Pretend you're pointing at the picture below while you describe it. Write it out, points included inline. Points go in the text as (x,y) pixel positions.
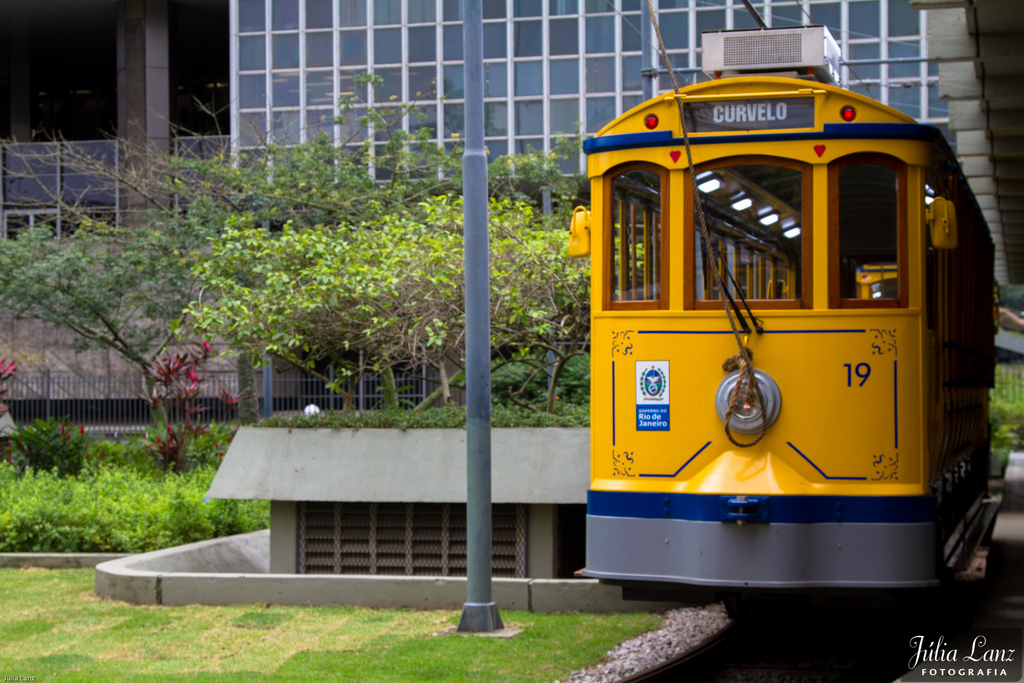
In this image I can see a glass building (588,44), trees (493,339), pole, yellow, pillars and blue color object (841,502).
